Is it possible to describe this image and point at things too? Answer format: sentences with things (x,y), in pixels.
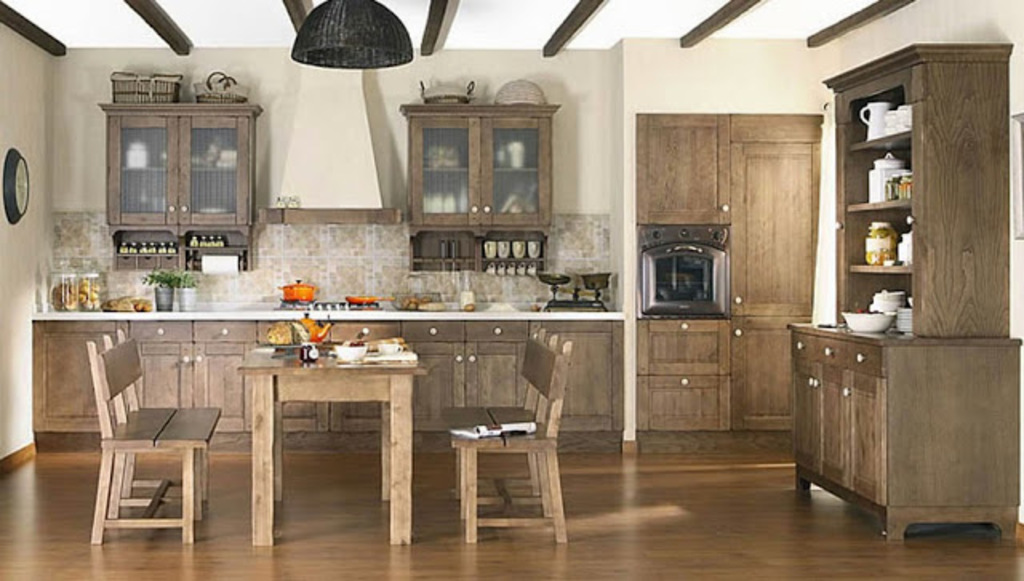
In this image there is a dining table (401,426) as we can see at bottom of this image (398,469). There is a kitchen countertop (150,315) in middle of this image (525,318) and there is a wall (129,65) in the background (78,80). There are some wooden shelves (431,207) are attached on the wall (321,256) and there is a wall clock (16,161) at left side of this image (18,201) and there is a stove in middle of this image (353,310) and there is wooden shelf (889,422) at right side of this image (894,323) and there are some objects (875,168) kept on it, and there is a floor (346,543) at bottom of this image (421,546).
